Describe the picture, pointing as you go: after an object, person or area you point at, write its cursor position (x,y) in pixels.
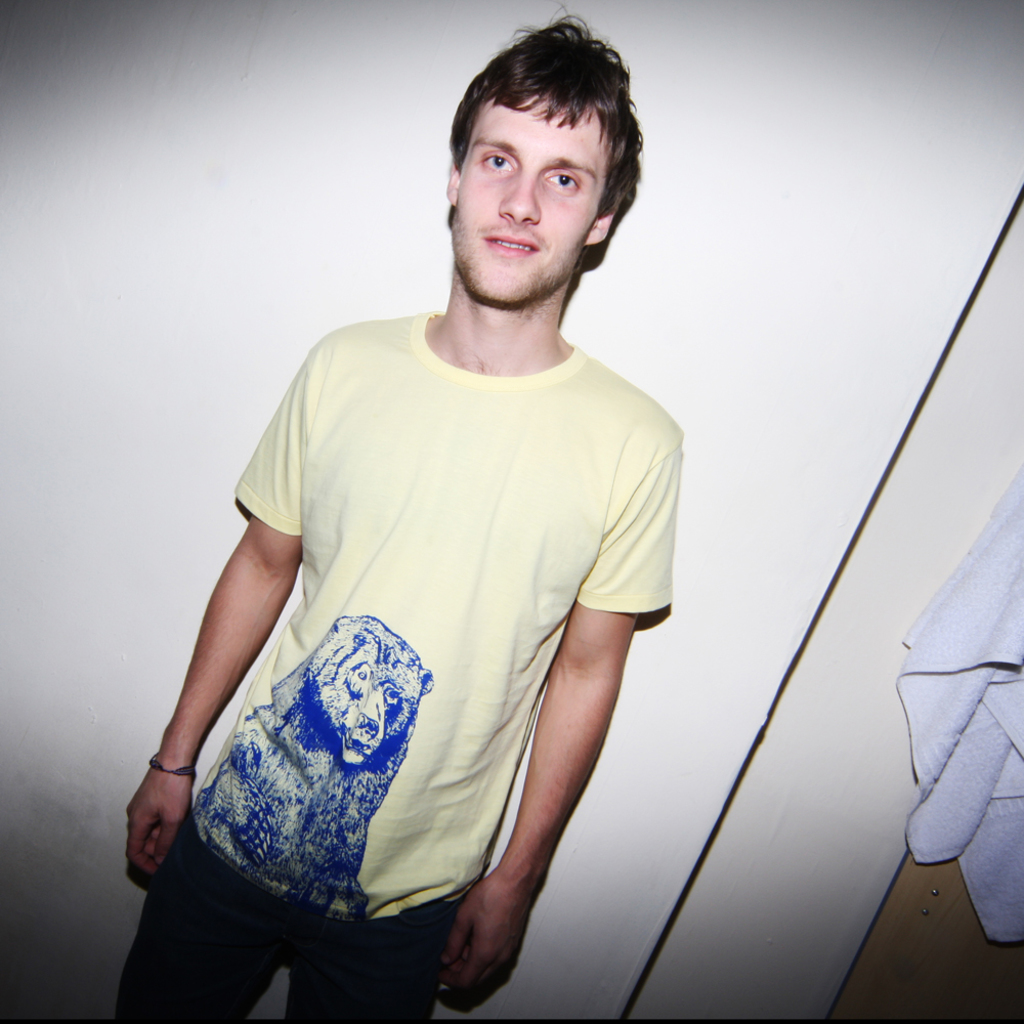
In the center of the image (551,448) we can see a man (345,531) standing. On the right (980,782) there is a towel (976,806). In the background (867,506) there is a wall (877,568).
